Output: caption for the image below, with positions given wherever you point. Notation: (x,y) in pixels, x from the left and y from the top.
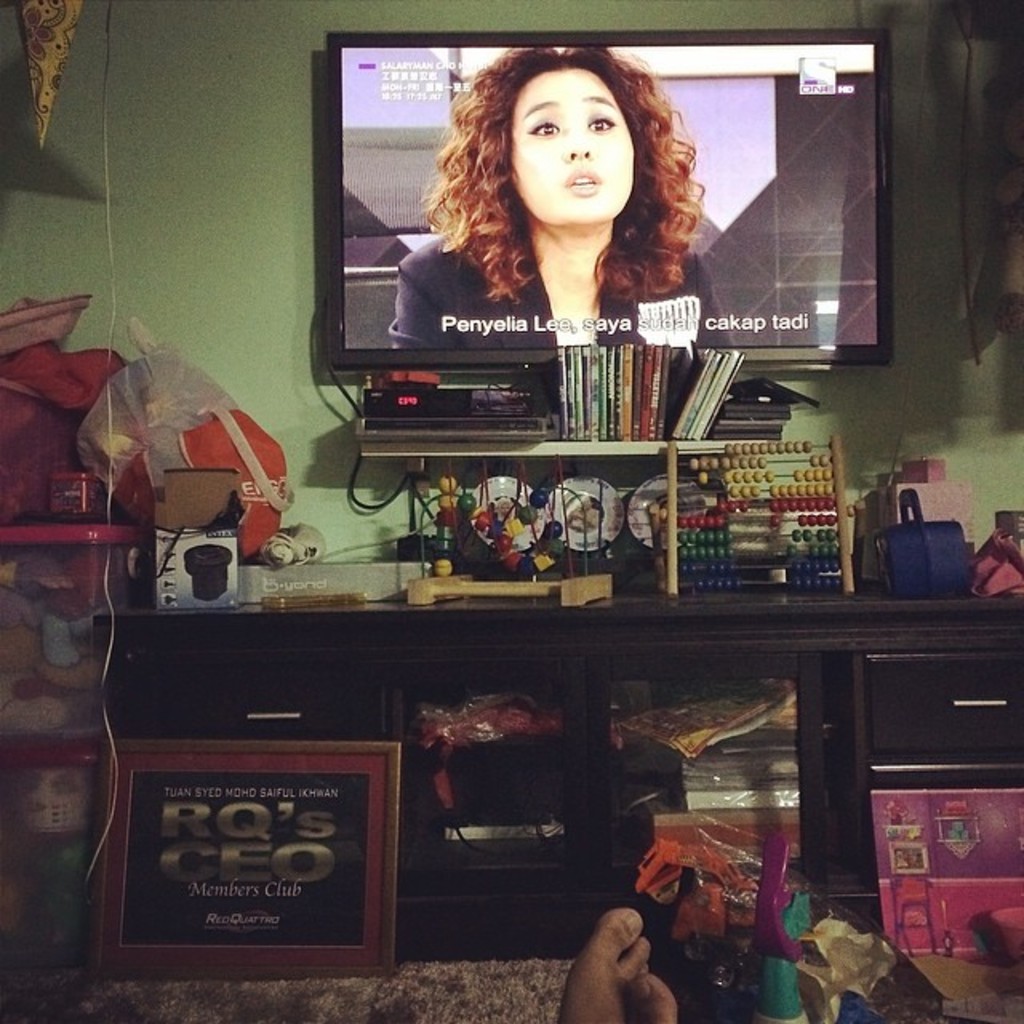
In this image we can see the inside view of the building (428,28). And there is a leg (629,980) of a person (637,976). There is a T. V (484,202) with a screen (484,128) attached to the wall (254,145). In front of it there is a cupboard (376,733), in that there are books (731,732), paper (702,742) and few objects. On top of the cupboard (638,693) there are bags (263,500), playing objects (806,503), plates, stand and cover (182,378). And at the side there are boxes (61,597) with few objects (84,601) in it.
